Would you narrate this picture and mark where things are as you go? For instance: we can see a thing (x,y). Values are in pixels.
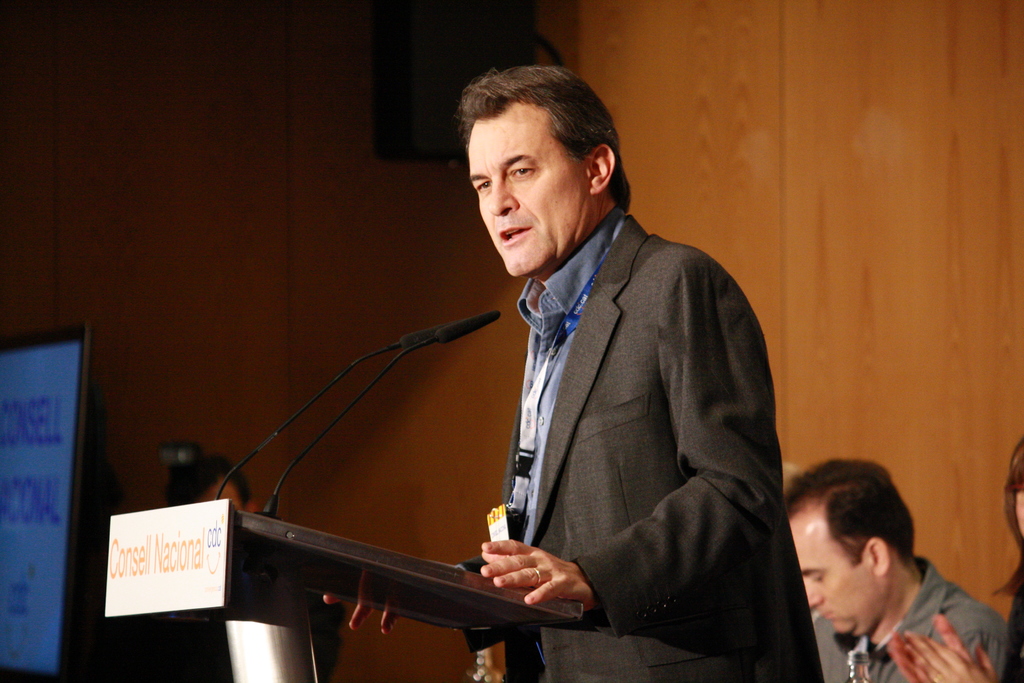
In this picture there is a man (535,314) wearing black color coat (673,333), standing and giving a speech. Behind there is a wooden panel wall (287,306) and a t. v screen (54,391).
